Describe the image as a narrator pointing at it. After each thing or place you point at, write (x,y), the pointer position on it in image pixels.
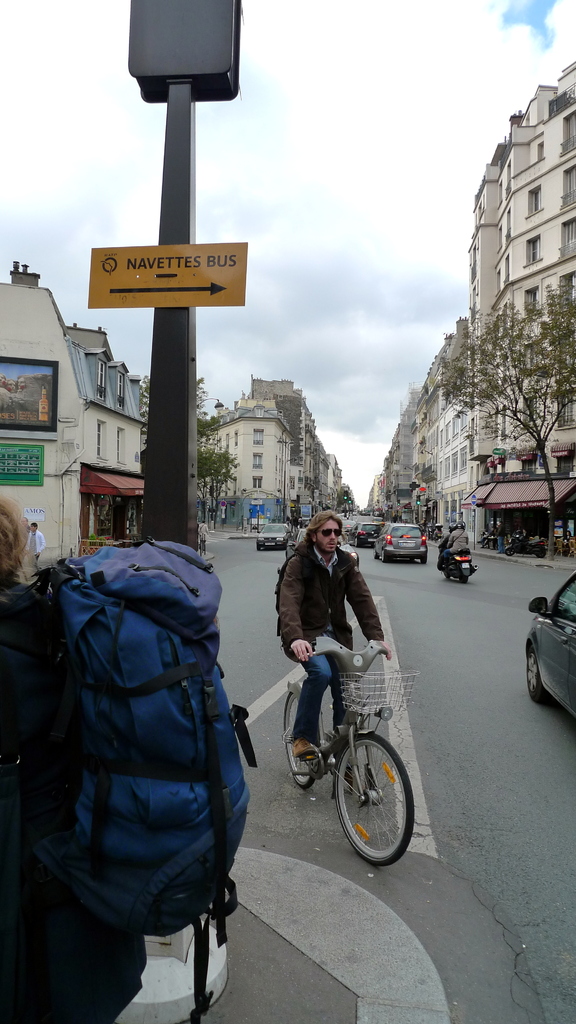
In this image we can see a group of vehicles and some people (379,654) on the road (444,720). We can also see a street sign (227,305), some boards (43,450) on a wall (48,531), a group of buildings (238,477), some trees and the sky (329,344) which looks cloudy. On the left side (186,547) we can see a person (38,831) wearing a bag (121,855).
